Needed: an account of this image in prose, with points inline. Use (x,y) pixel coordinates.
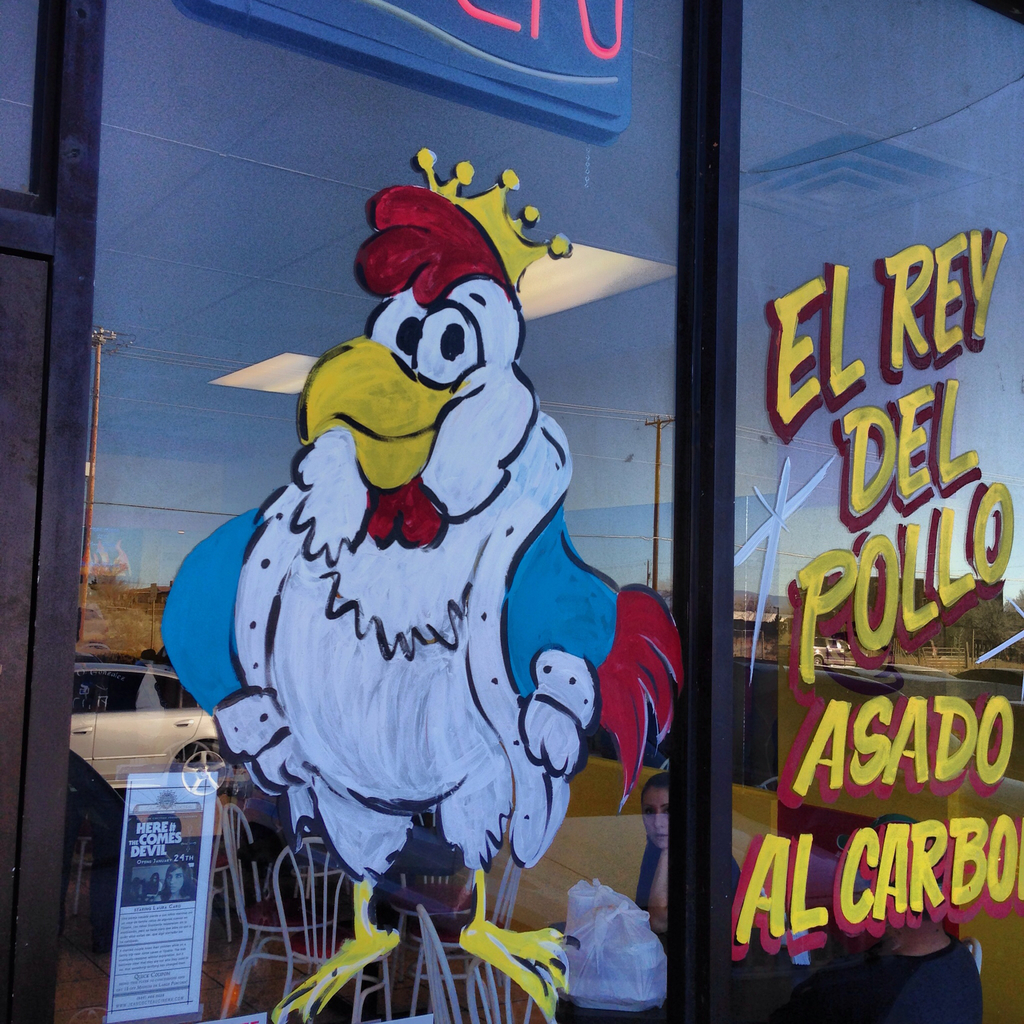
In this picture I can see the cartoon poster (485,437) which is placed on this glass partition (541,407). On the right of the image (817,732) I can see something is written on glass (943,426). Through the glass partition (794,847) I can see the woman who is sitting on the chair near to the table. On the table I can see the plastic cover (619,926). In the bottom left (168,829) I can see the banner (148,895) which is placed near to the chairs (328,936). In the glass reflection (891,528) I can see the electric poles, electric wires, sky (832,419), trees (963,619), grass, road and cars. At the top (477,59) I can see the board (477,59).
